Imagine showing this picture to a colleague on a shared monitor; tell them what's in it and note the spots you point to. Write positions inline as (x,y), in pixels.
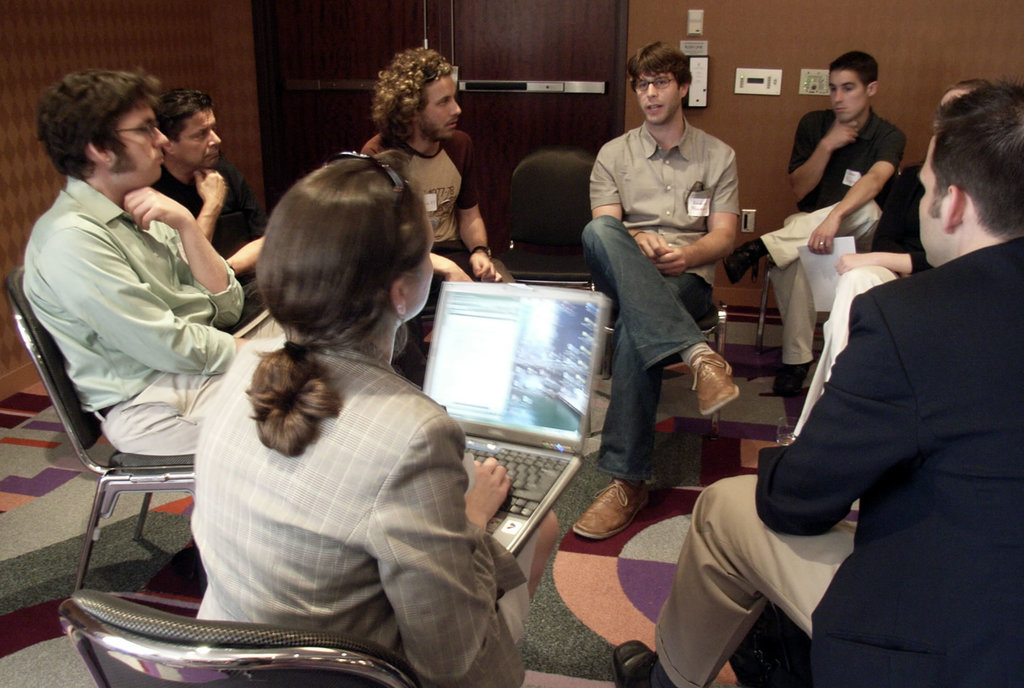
In this image there are people (903,443) sitting on chairs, one lady (386,572) is holding a laptop (516,495) in her hands (493,464), in the background (142,52) there is a wall (778,44) for that wall (974,59) there is a door (518,26).
